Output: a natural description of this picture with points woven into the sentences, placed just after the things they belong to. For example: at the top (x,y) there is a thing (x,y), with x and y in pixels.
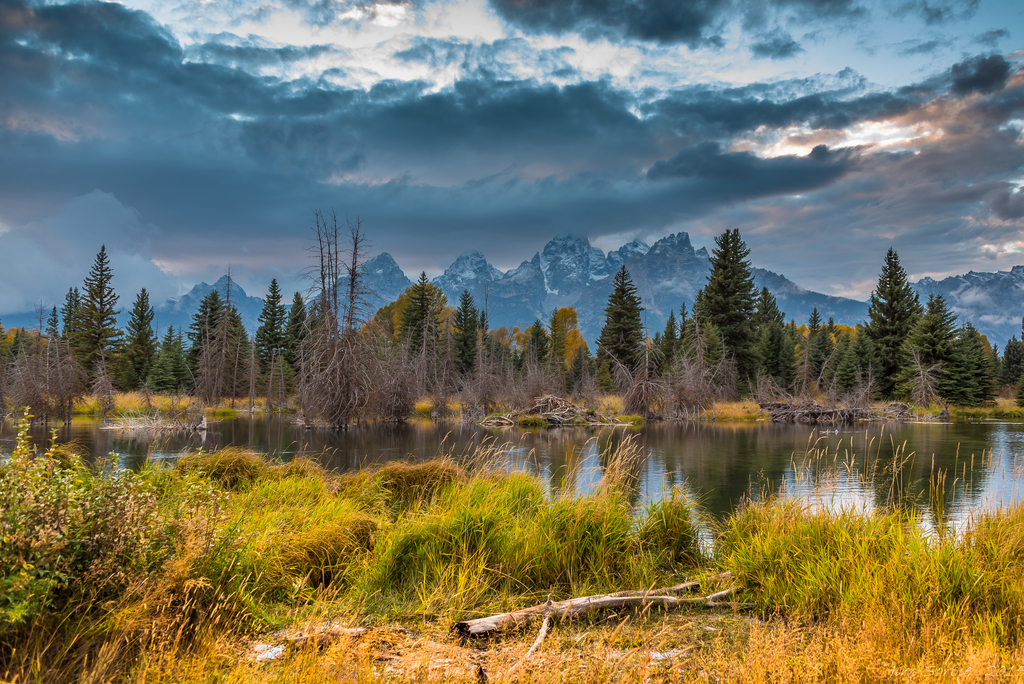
In this image at the bottom (519,553) there is grass (413,604) and some plants (138,516), and in the center (523,434) there is a river (523,434) and in the background (165,366) there are some mountains (995,310) and trees (940,310). On the top of the image (461,165) there is sky (863,195).
